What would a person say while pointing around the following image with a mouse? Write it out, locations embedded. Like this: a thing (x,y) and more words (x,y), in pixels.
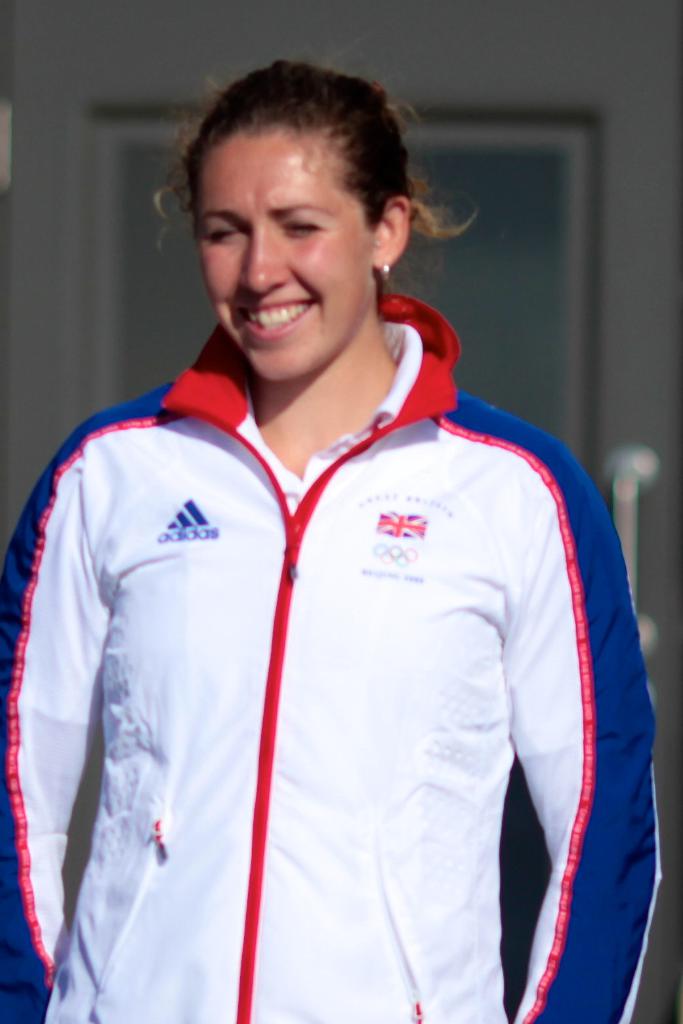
In this image we can see a woman (310,581) standing and smiling.
